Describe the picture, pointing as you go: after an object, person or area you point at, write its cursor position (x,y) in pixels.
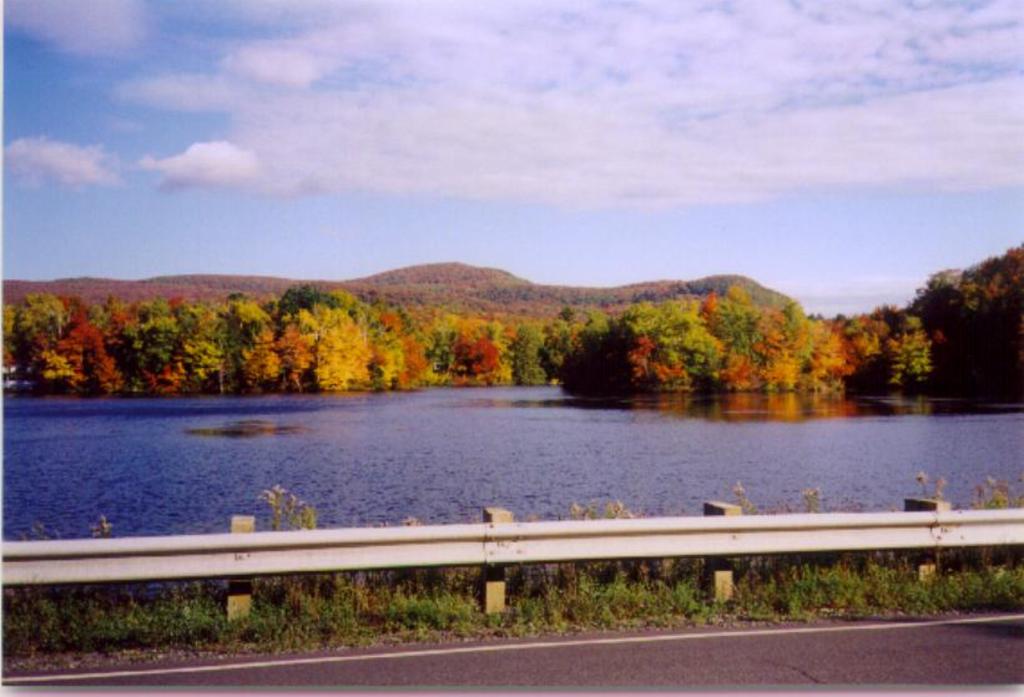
In this image I can see the road (762,671). To the side of the road (650,668) I can see the grass (624,592) and fence (592,527). In the background (252,497) I can see the water (418,459) in blue color and many trees (497,338) which are in red, green and yellow color. I can also see the clouds (357,138) and the sky (404,155) in the back (353,171).
